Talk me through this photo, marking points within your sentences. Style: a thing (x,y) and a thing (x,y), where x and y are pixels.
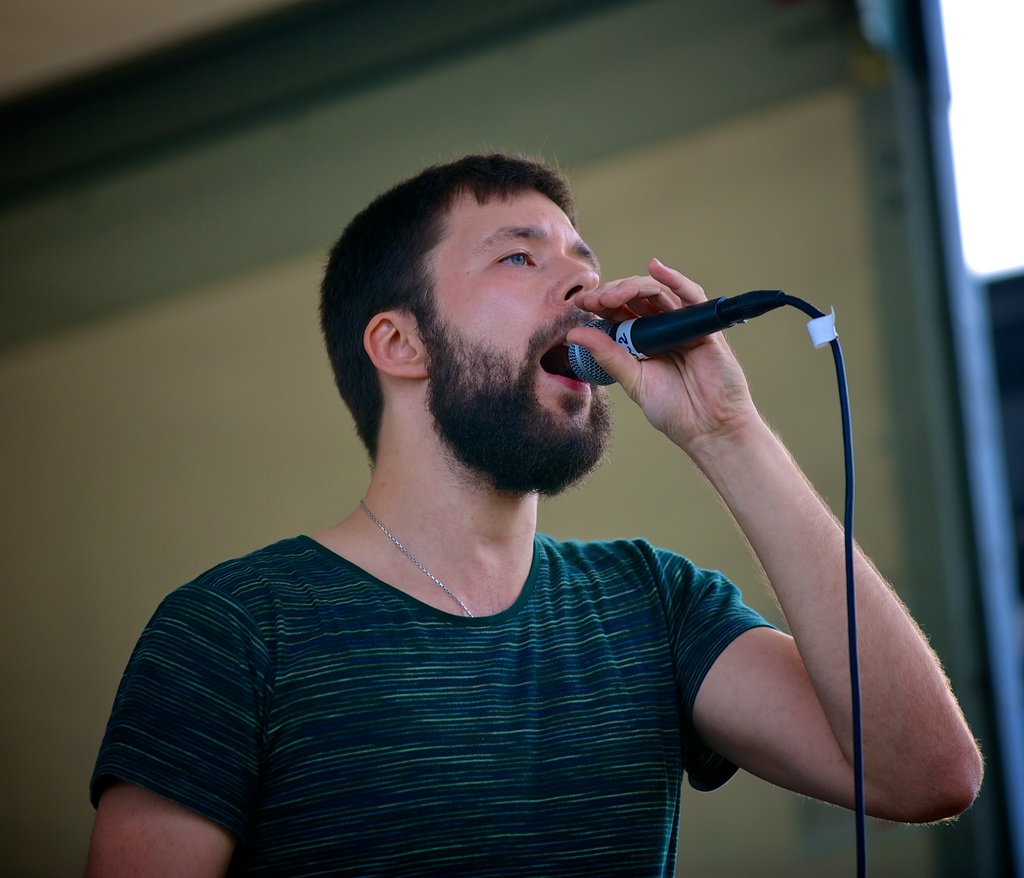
In this picture there is a man (584,799) standing and holding the microphone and he is singing. At the back (49,413) it looks like a screen (793,225).
